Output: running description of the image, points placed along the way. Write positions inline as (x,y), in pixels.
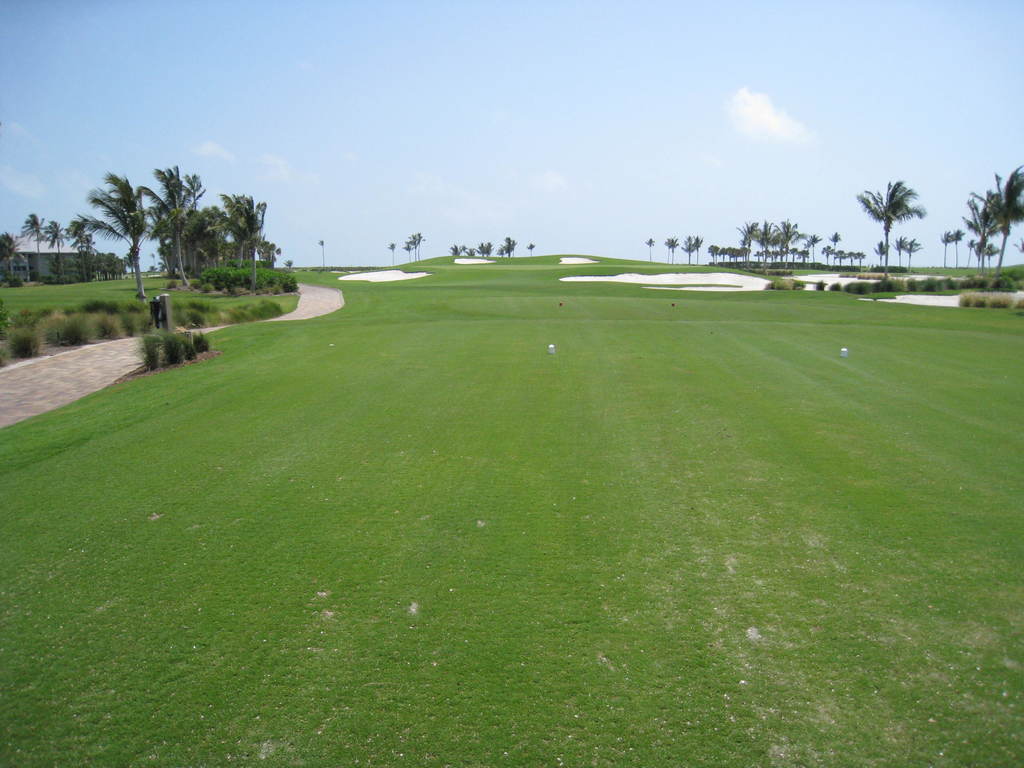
In this image I see the green grass (562,344) and I see the plants (892,279) and in the background (254,277) I see number of trees (105,268) and I see the clear sky (519,196).
